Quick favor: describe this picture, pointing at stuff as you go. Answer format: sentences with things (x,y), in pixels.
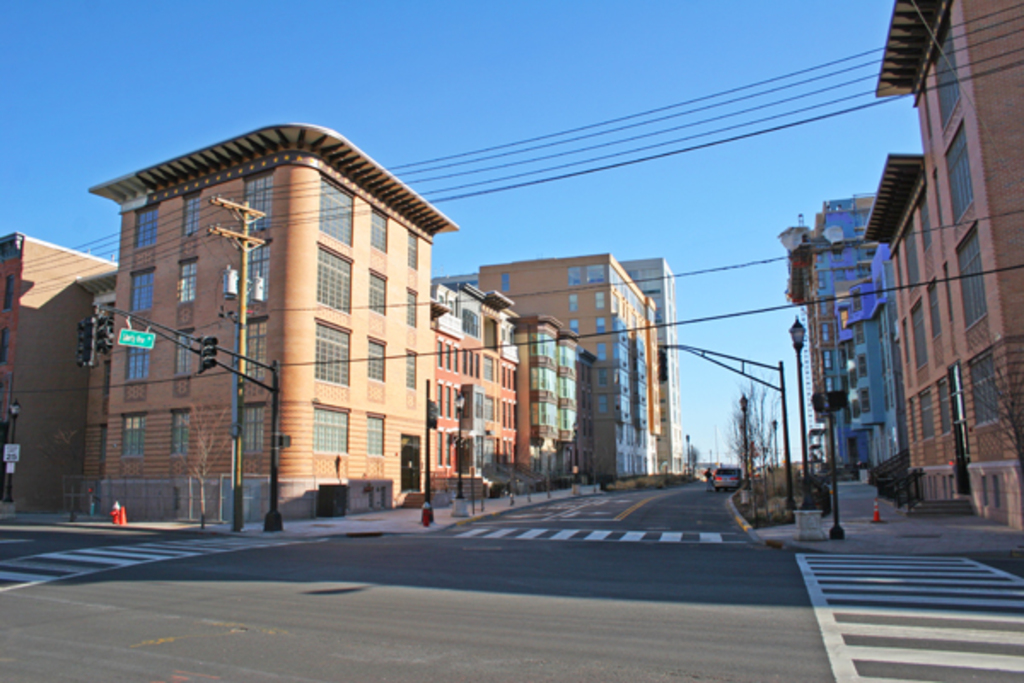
In this picture we can see the buildings (963,286), wires (998,270), poles (275,450), traffic lights (199,349), boards (147,340), electric light poles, trees (763,450), divider cones (123,508), mesh (143,512), stairs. In the center of the image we can see a car (735,483) and person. At the bottom of the image (525,587) we can see the road (455,590). At the top of the image (507,59) we can see the sky (515,114).
